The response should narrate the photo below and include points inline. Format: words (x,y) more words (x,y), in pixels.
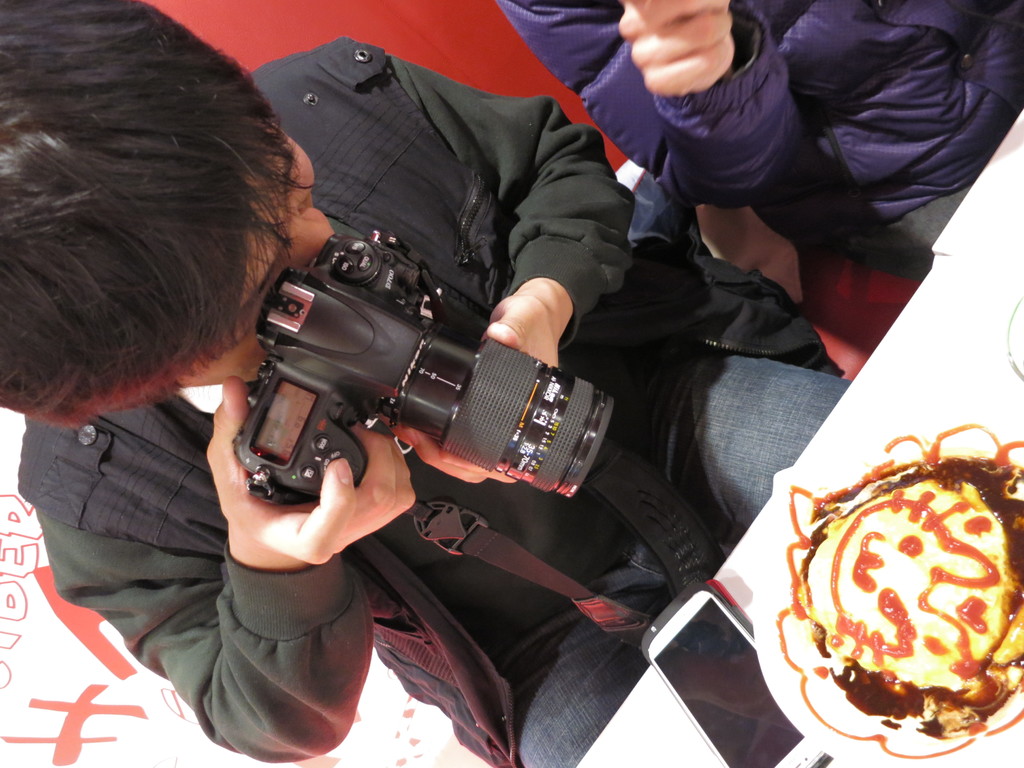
In this image the person (203,571) is taking a picture. he is holding a camera (329,430). He is wearing a jacket (211,642) and jeans (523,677). Beside him one person (662,151) wearing purple jacket (675,138). There is food (917,583) on the table (907,400) which is in front of the person (70,166). On the table (743,590) there is phone (707,644). It is looking like the man (611,568) is clicking picture of the food (894,586).
